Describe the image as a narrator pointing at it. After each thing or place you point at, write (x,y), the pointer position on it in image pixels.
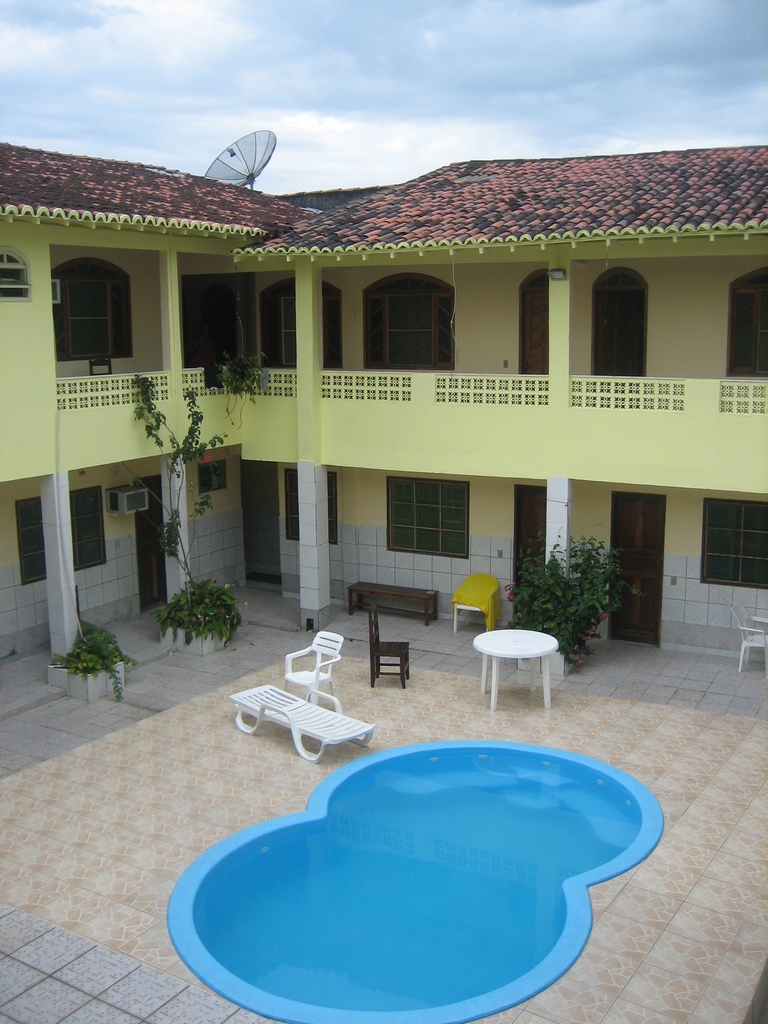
In this image there is a building (331,342), on top of the building (170,304) there is a dish antenna (227,168), in the building (316,436) there is a swimming pool (412,874), beside the pool (353,827) there are chairs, tables (497,667), plants (109,652) and pillars (186,552), at the top of the image (687,135) there are clouds (202,24) in the sky (438,62).
